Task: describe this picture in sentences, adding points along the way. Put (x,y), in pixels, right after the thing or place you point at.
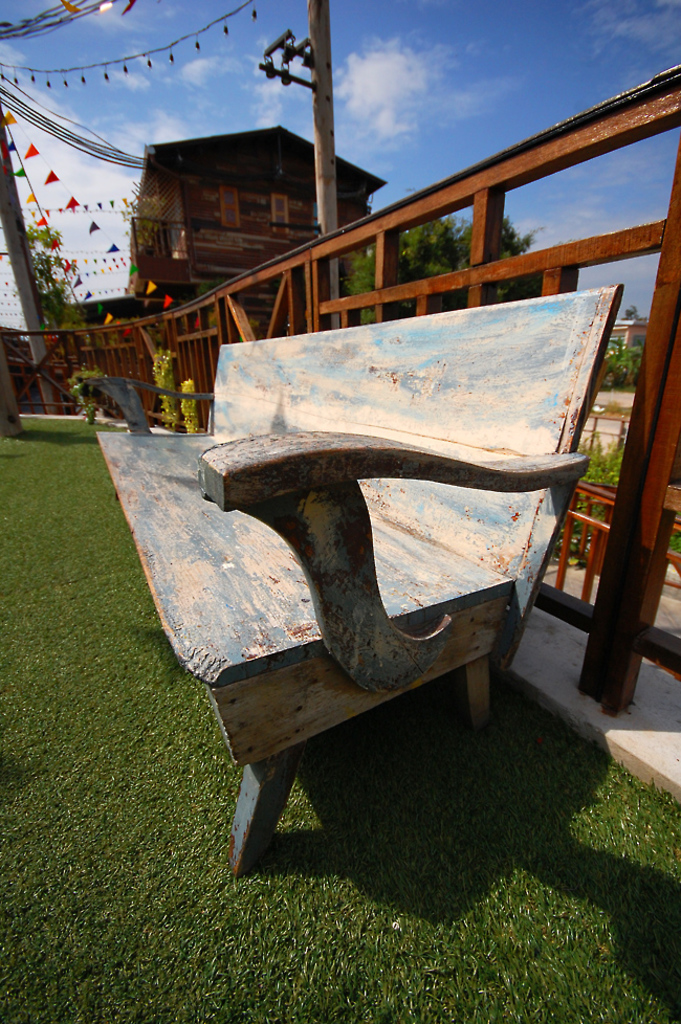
In the center of the image (321,521) there is a bench (277,589) on the grass (343,954). In the background (485,244) we can see poles (32,287), wooden fencing (376,277), building (168,254), trees (442,265), sky (481,110) and clouds (0,278).
